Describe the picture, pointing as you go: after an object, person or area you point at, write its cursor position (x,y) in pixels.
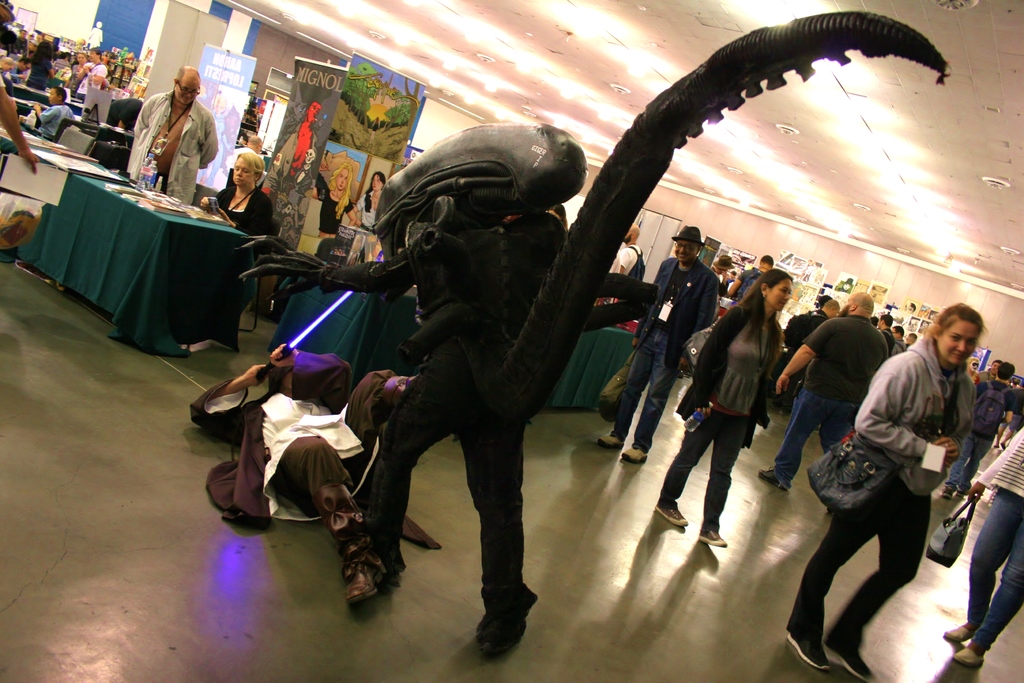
In this image there are a group of people (666,296) who are walking some of them are sitting on chairs (67,131), and also we could see some tables (79,192). On the tables (193,242) there are some papers (61,156), in the foreground (303,374) there is one person (314,429) who is holding some stick (265,370) and fighting. In front of him there is one person (451,380) who is wearing some costume (422,370). At the bottom (623,563) there is floor (720,555), at the top of the image (601,55) there is ceiling (680,75) and some lights (453,65) and also we could see some photo frames (824,284) on the wall (917,316) on the right side (813,271) and on the left side (323,137) there are some boards (372,136). On the boards (381,111) there is some text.
